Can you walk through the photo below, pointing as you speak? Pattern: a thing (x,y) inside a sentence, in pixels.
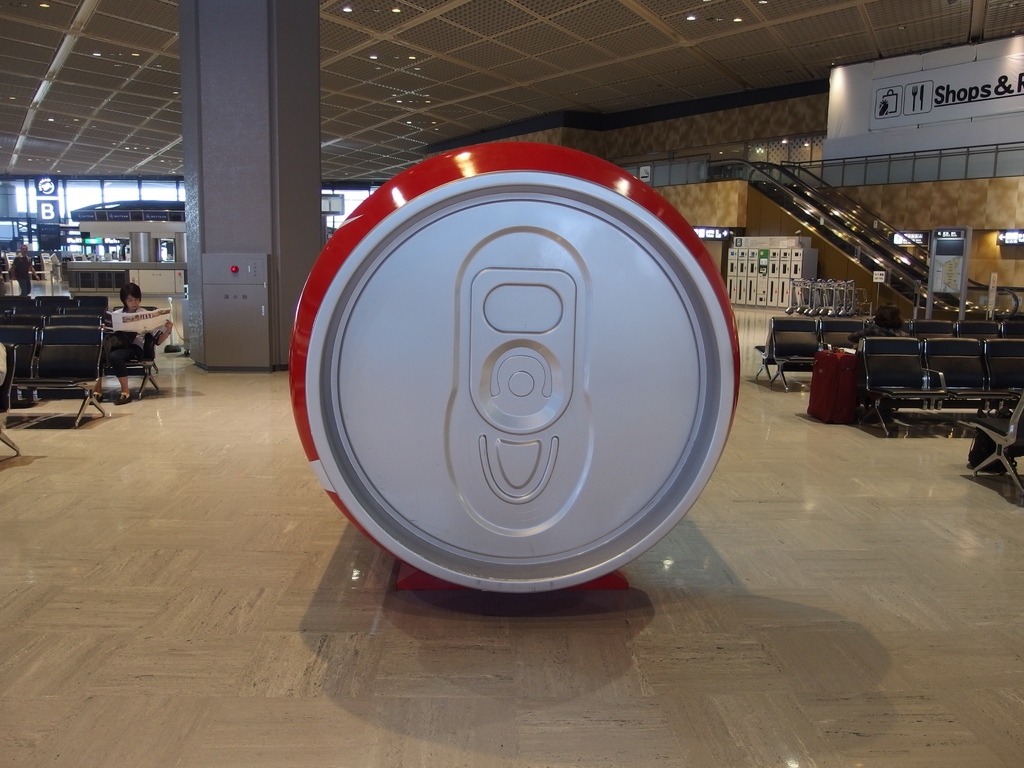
In this picture we can see a tin (621,507) on the floor (836,500), chairs (897,339), suitcase (820,389), woman (109,358) holding a paper (142,331) with her hands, pillars (236,163), escalators (844,205), stand (952,263), banner (1004,95), walls (799,119), lights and in the background (185,254) we can see some objects (80,259) and a person (23,251) walking.
